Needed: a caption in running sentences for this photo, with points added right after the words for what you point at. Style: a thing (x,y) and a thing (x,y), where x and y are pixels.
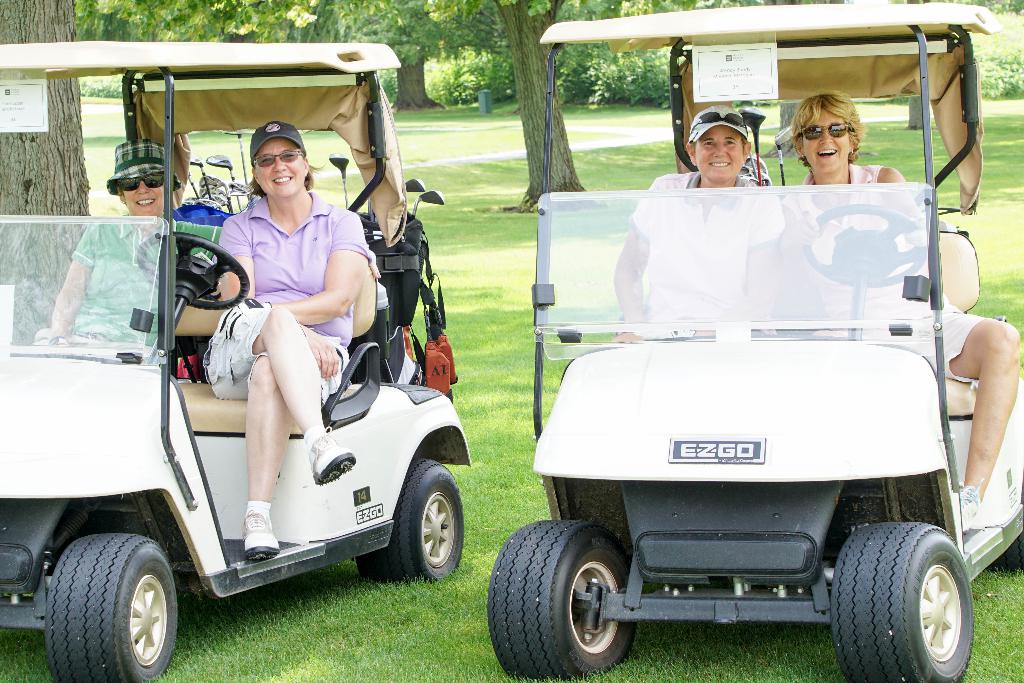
There are two vehicles (404,395). On the vehicles (174,190) few people (816,202) are sitting. Some are wearing goggles (815,138) and caps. On the ground (417,609) there is grass (496,425). In the back (231,38) there are trees (579,57). On the vehicle (694,34) there is a notice (13,94).
